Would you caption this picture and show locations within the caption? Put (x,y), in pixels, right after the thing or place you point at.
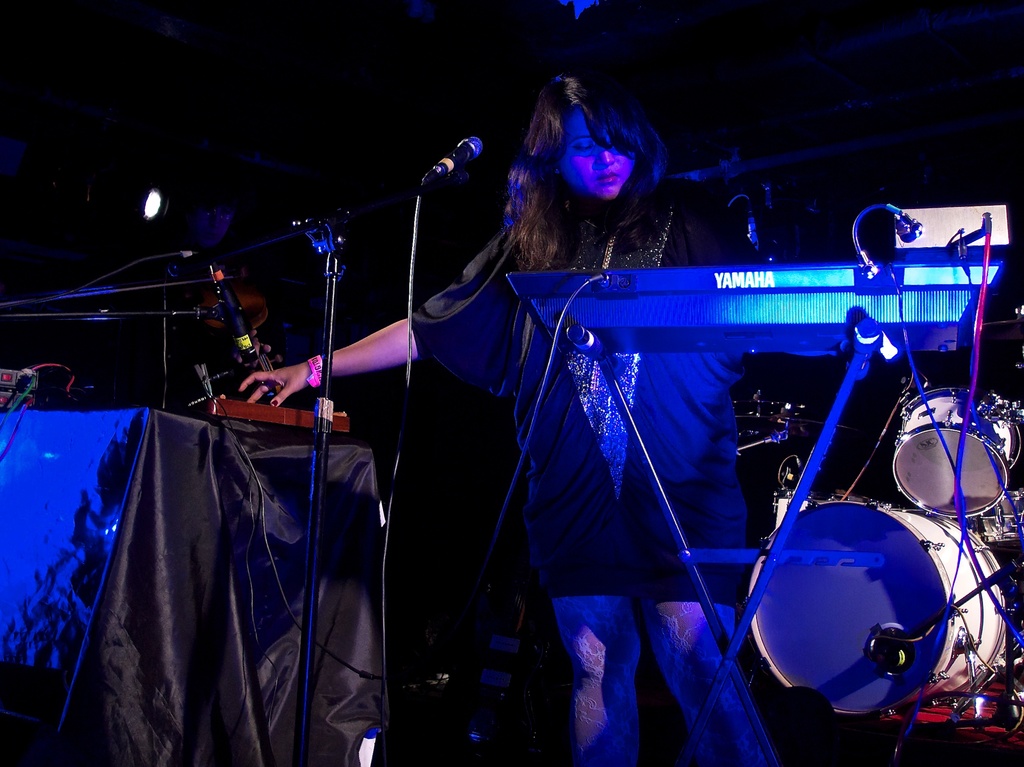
In this picture we can see musical instruments (899,454), mics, cloth (95,611), devices (4,383), light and a woman (497,358) standing and in the background (289,90) it is dark.
